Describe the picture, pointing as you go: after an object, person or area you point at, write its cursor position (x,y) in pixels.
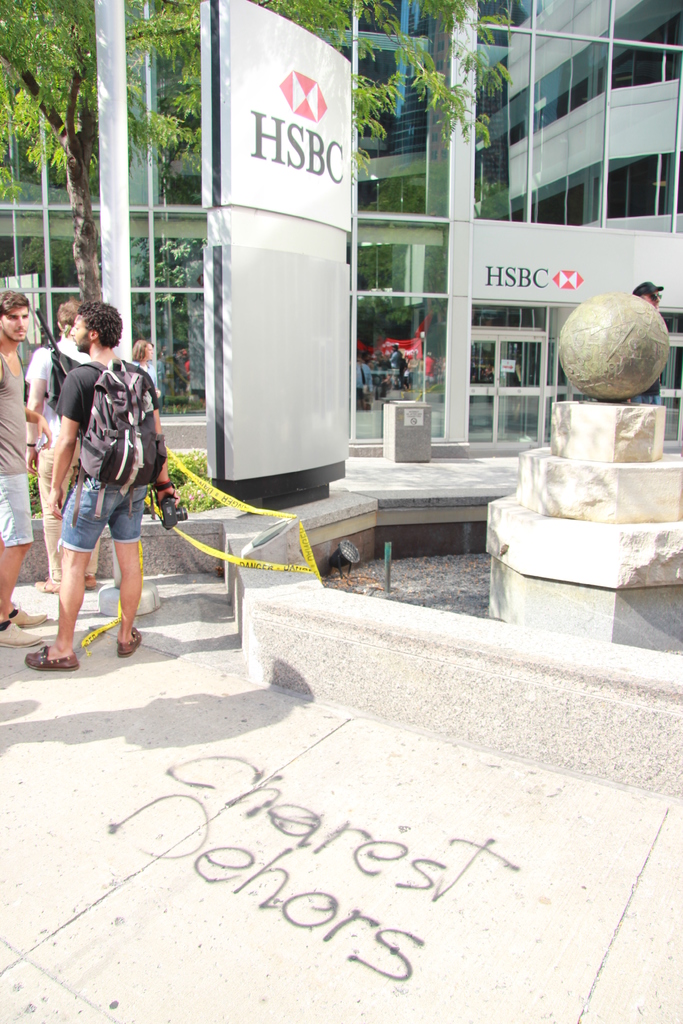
In this image we can see the persons (14,450). Beside the persons (117,487) we can see a fountain (419,558) and a board (340,417) with text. Behind the persons (62,441) we can see the plants (32,500), a pole (121,250), tree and a building (373,310). On the building (566,249) we can see the glasses (142,258).
